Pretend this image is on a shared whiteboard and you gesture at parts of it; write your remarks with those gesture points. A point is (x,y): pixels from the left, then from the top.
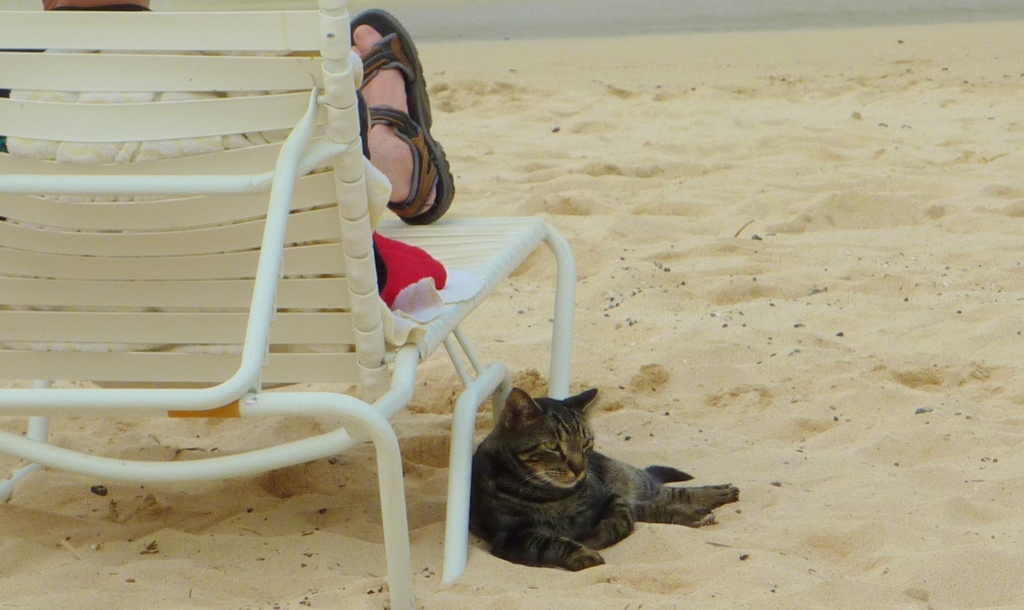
In the image we can see a person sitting on the rest chair (192,163) and the person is wearing a sandal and clothes (394,246). Here we can see the sand (745,482) and a cat (524,454).
